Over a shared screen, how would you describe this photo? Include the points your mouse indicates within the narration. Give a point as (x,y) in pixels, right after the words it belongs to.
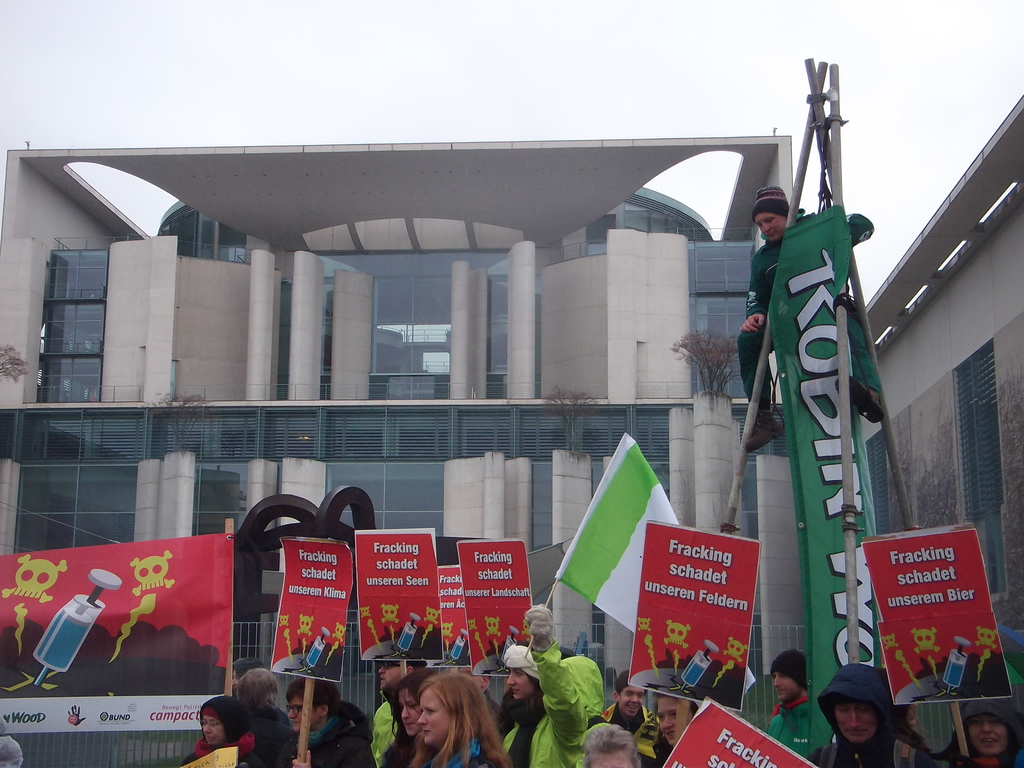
In this picture we can see a group of people (561,736), posters (294,606), banners (819,678), flag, poles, sculpture (364,517), fence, buildings (578,441), plants (940,494) and in the background (532,119) we can see the sky (304,72).
